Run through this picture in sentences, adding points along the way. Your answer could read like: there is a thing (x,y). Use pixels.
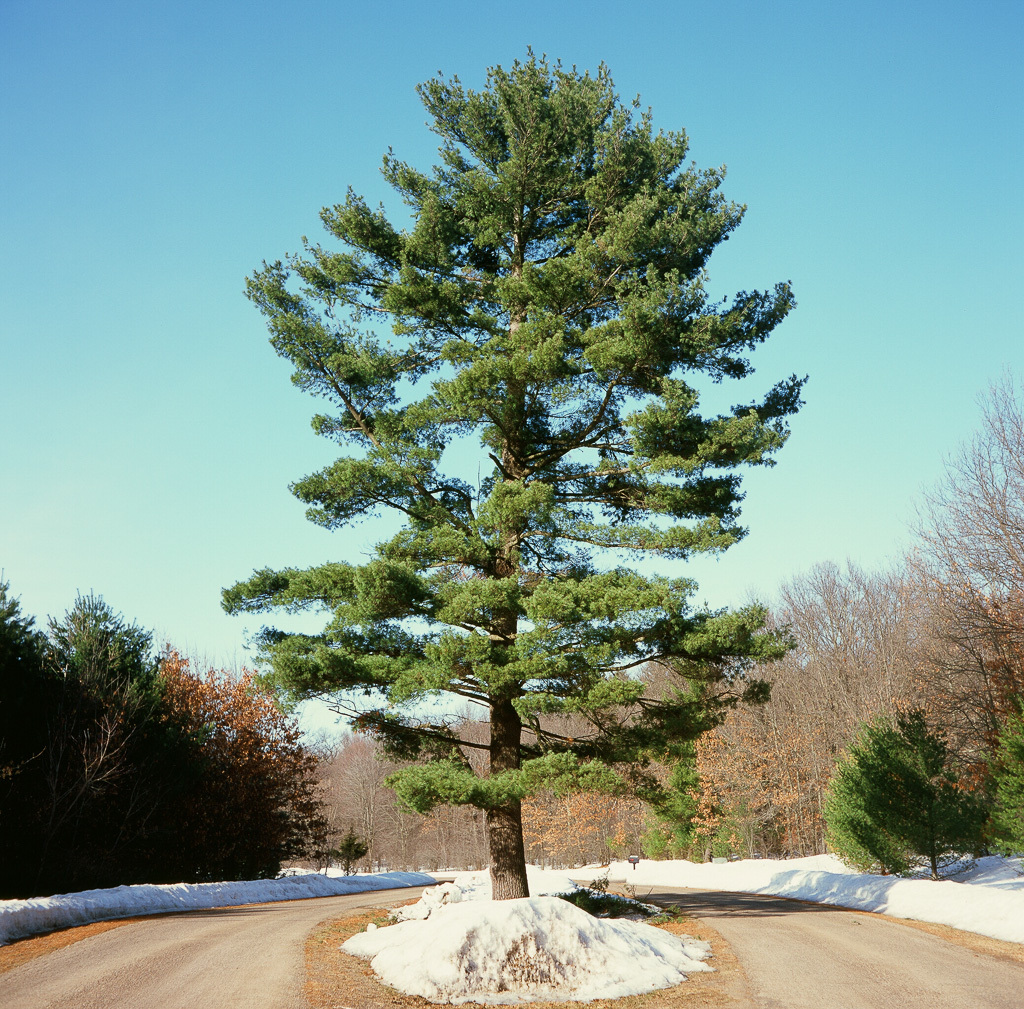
In this image we can see the trees (660,546), road (307,923) and also the sky (813,45).
